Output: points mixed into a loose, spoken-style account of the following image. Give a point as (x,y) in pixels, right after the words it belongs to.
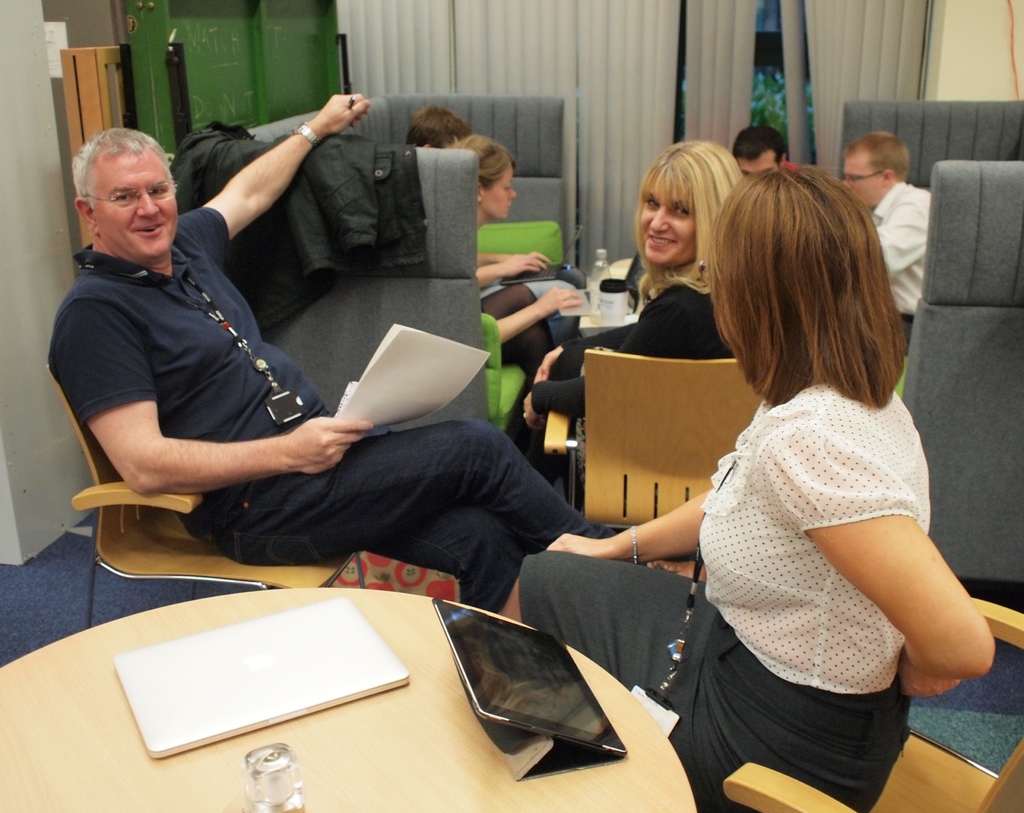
In this image there is man (484,436), woman (538,433) sitting in chair (983,811) and in table (78,755) there is glass (283,812), laptop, and in back ground (444,276) there is couch (447,292) where group of people (501,161) are sitting, curtain (843,49), plants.
